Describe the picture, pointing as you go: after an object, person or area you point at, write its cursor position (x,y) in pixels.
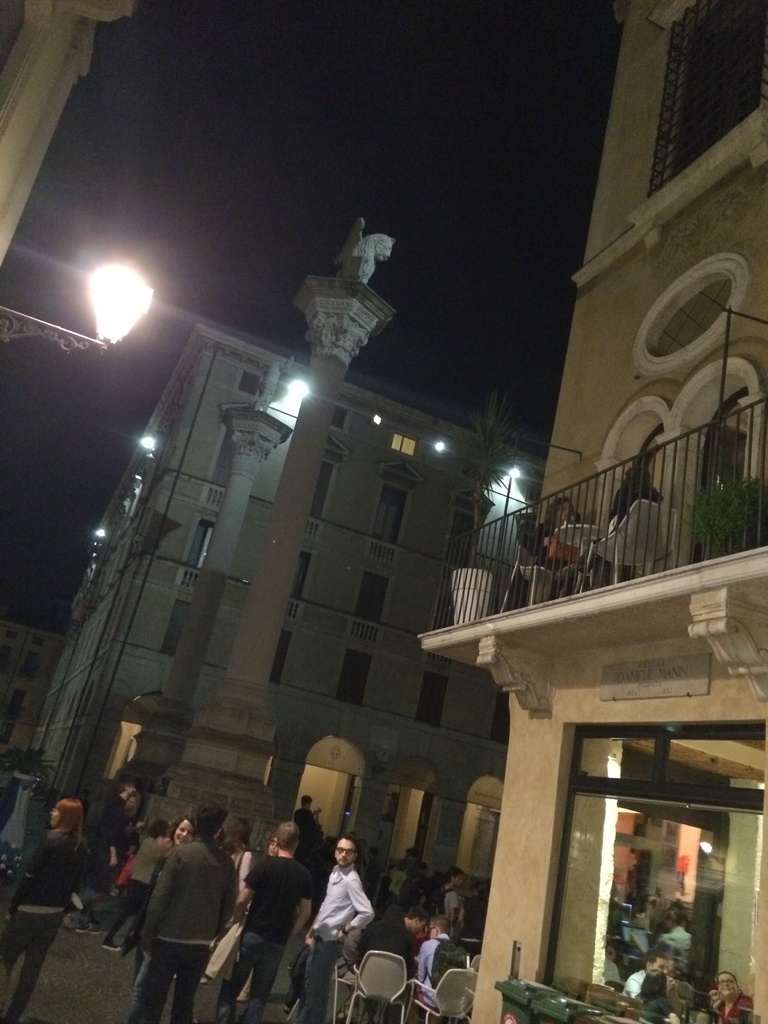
In this picture there are group of people (276,896) where few among them are sitting in chairs (390,959) and the remaining are standing and there is a building (636,713) in the right corner (633,641) and there is a light (140,293) in the left corner (99,278) and there are two buildings (193,537) in the background (152,608).
